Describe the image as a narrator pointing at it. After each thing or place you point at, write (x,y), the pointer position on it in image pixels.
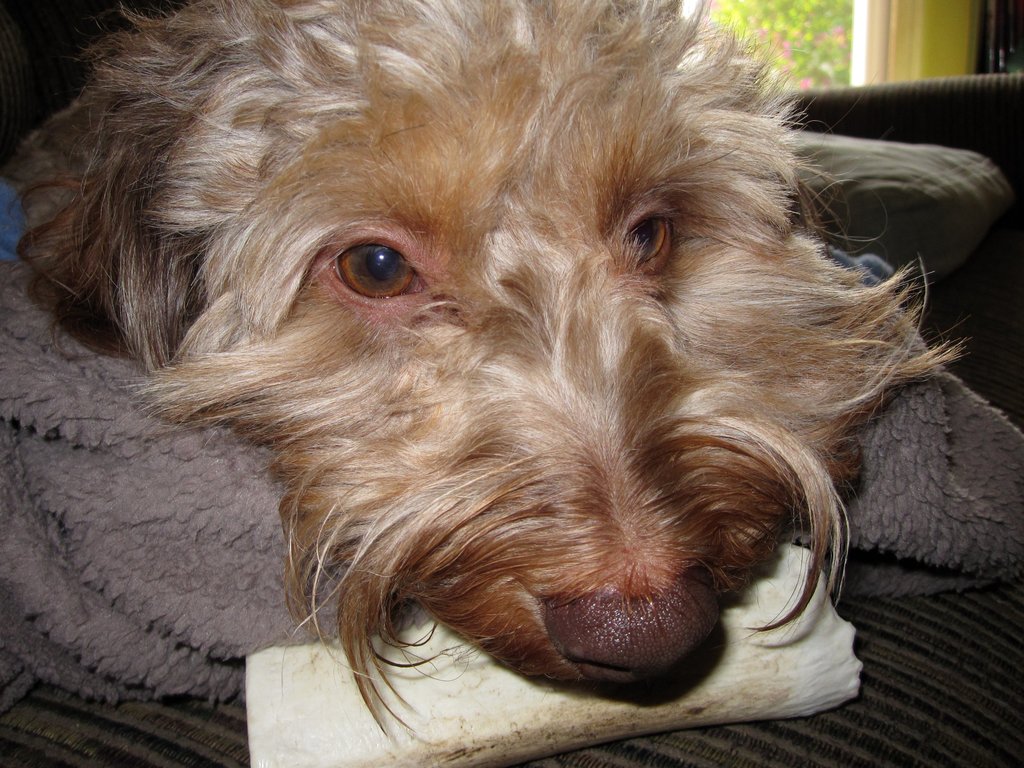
In the image there is a dog (349,310) laying on sofa (817,719) with a blanket (51,679) above it and on the right side (852,31) there is window (824,58) visible.
